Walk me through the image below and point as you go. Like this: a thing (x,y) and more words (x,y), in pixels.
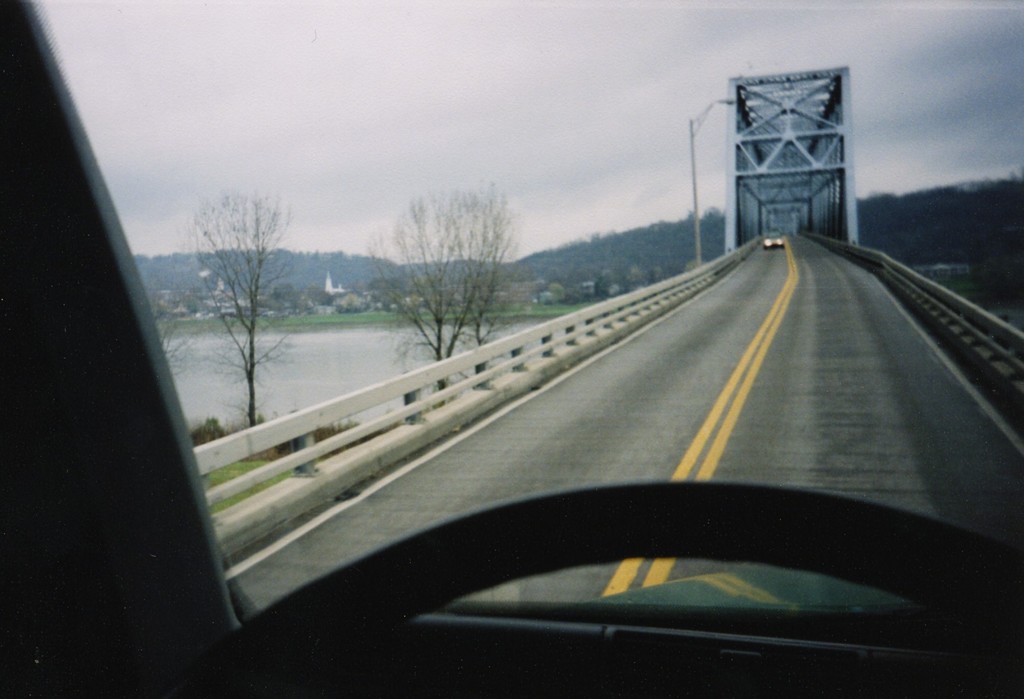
In this image there is a bridge (711,430) and we can see vehicles (742,568) on the bridge (785,236). On the left (309,341) there are trees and water (322,350). In the background (307,252) there are hills (637,244), pole (699,246) and sky (547,119).
